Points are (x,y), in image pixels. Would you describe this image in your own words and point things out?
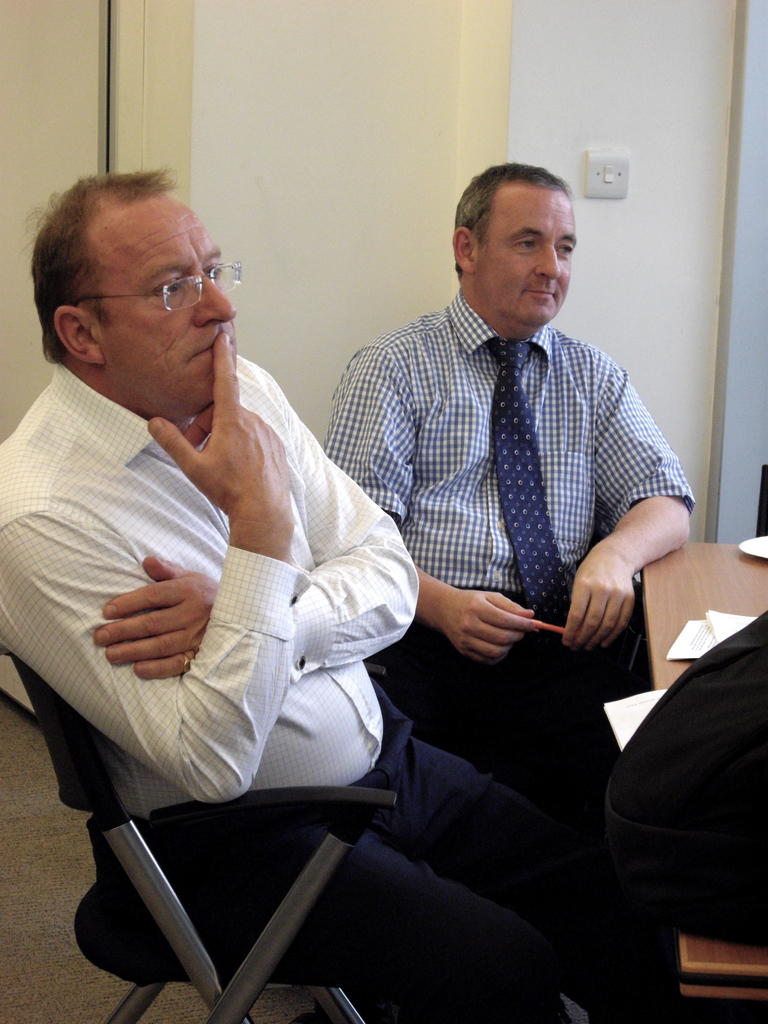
Two men (381,562) are sitting on the chairs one person (537,501) is wearing a tie (530,480) and one person (204,322) is wearing a glasses (175,302), behind them there is a door (86,97) in front of them there is a table (669,650) and some papers (696,648) and bag (744,794).
